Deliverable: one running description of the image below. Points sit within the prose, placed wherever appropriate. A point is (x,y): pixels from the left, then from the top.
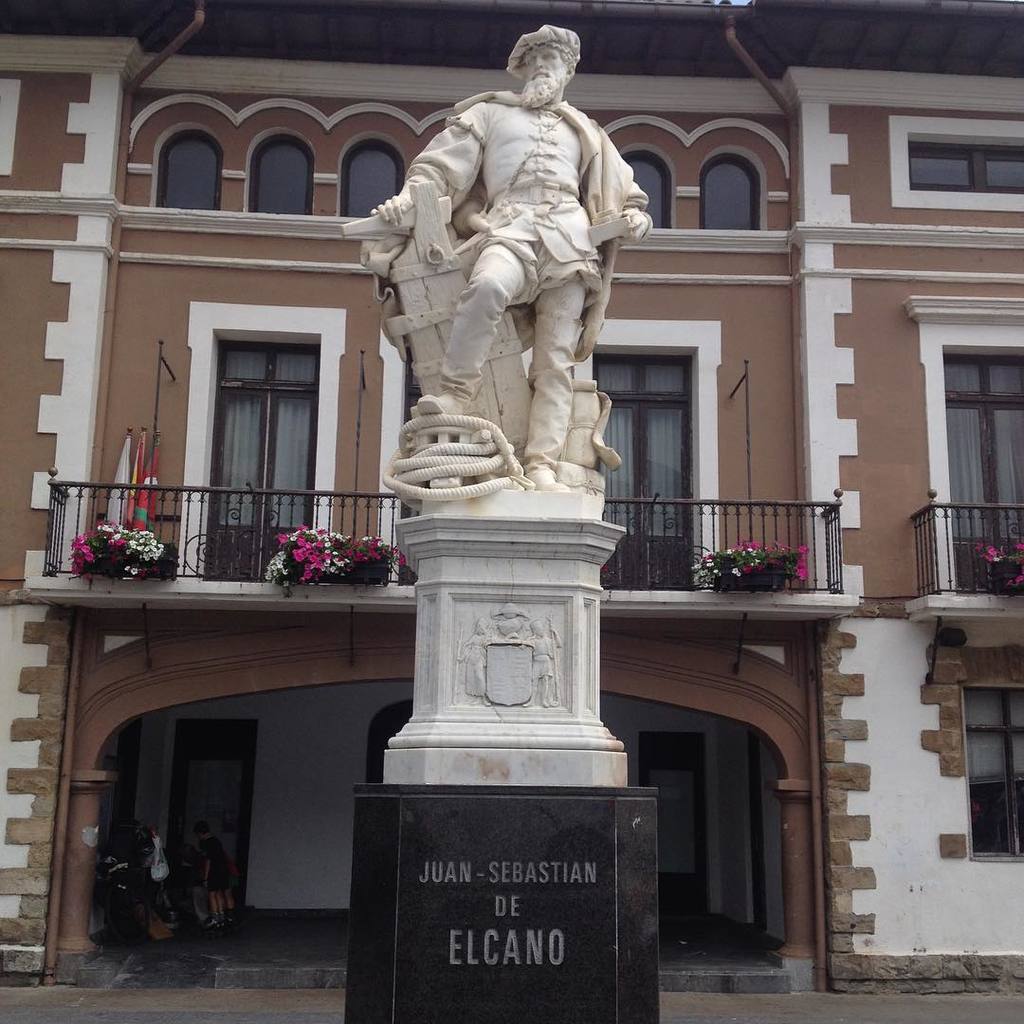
Here in the middle (523,347) we can see a statue (519,275) present on the ground (204,941) over there and behind it we can see a house (148,320) present and we can see windows (311,389) and doors (287,459) of the house (936,459) over there and on the left side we can see people (204,853) standing over there and at the railing (206,572) we can see flower pots (124,539) hanging over there.
